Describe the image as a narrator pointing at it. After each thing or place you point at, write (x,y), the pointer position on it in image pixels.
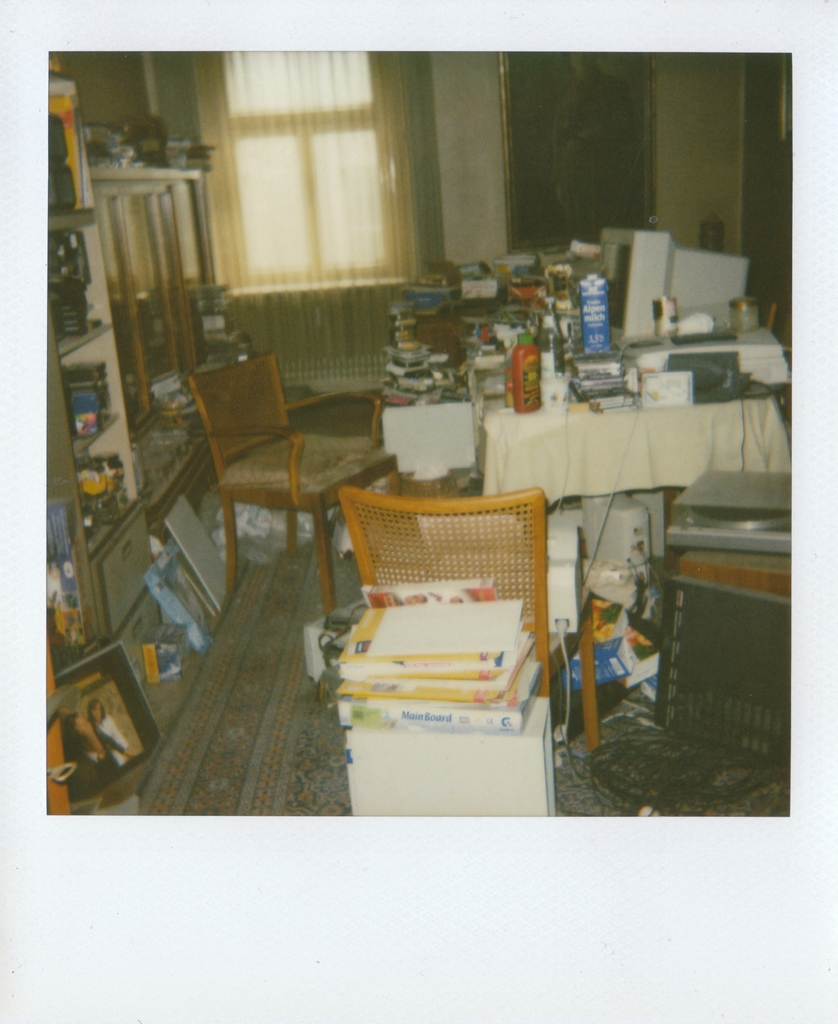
This image consists of a photograph. This is an inside view of a room (155,460). On the right side (589,422) there is a table (594,426) which is covered with a cloth (539,445). On the table (525,441) few bottles (536,359), monitor (628,284), books (408,381) and many other objects (584,369) are placed. At the bottom (488,767) there is a chair (503,570). In front of the chair (464,566) there are few books (414,658). On the left side (78,256) there is a rack (109,507) which is filled with many objects (61,322). At the bottom (131,692) there are few objects (161,655) placed on the floor (199,711). In the background (376,197) there is a curtain (279,182) to the window (282,159) and also I can see a frame (577,126) is attached to the wall (711,159).
